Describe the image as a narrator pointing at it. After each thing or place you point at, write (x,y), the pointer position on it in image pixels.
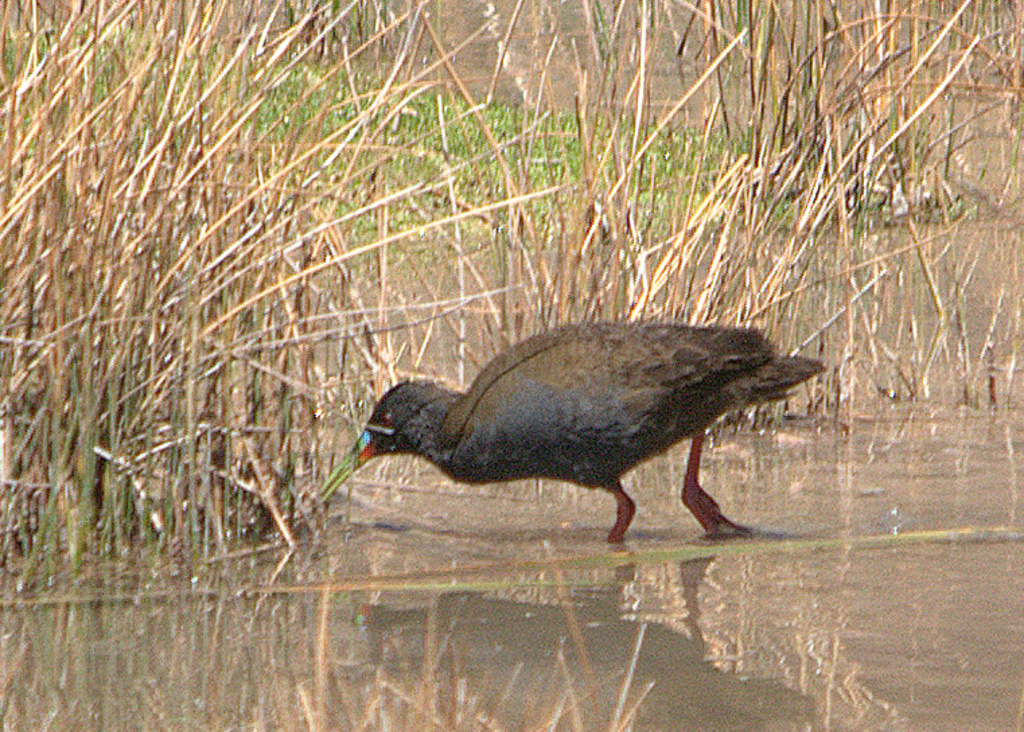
In this we can see a black color bird (535,447) in the water (656,502). Also there are plants (310,173) in the water (702,569).
